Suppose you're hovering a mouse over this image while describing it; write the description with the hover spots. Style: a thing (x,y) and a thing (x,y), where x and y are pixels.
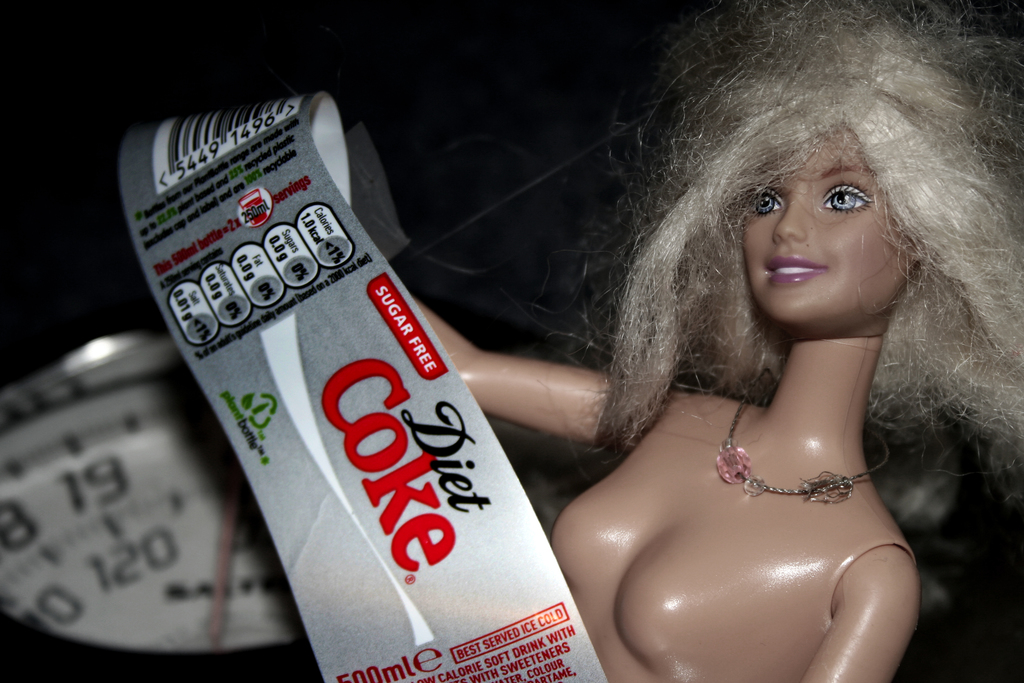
In this picture we can see a doll (736,484), a label (377,504) and it looks like a weighing scale object (110,514). Behind the doll (620,338) there is the dark background (542,210).
